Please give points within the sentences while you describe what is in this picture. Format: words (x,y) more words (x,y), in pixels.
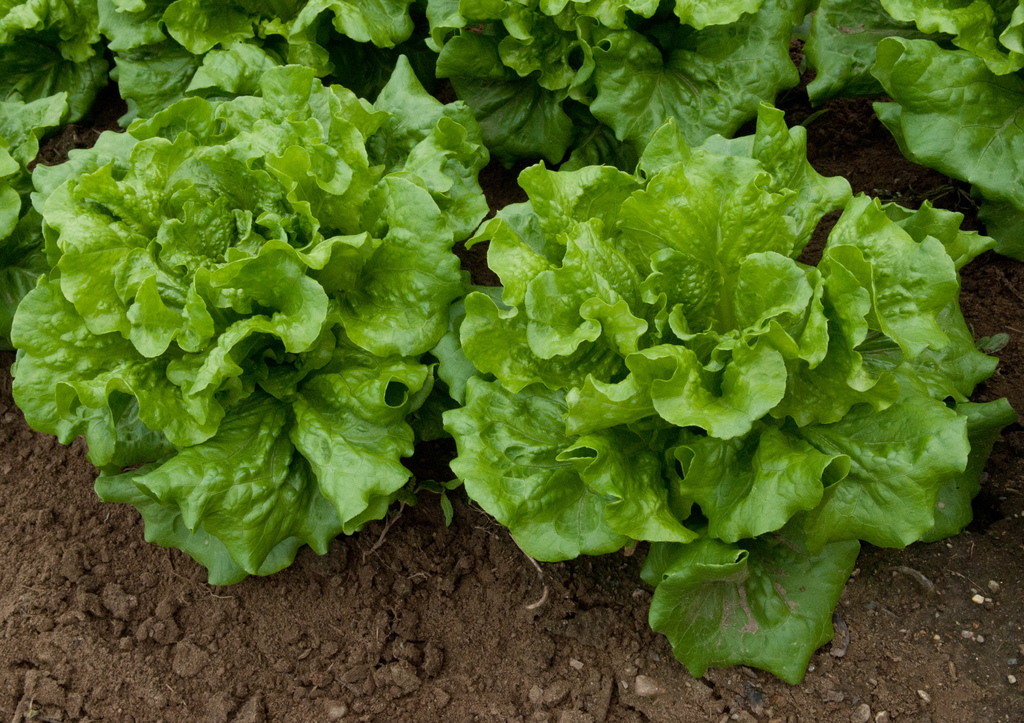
In this image it looks like a picture of lettuce plants (360,220). And there is mud (204,641) at the bottom (212,672).
